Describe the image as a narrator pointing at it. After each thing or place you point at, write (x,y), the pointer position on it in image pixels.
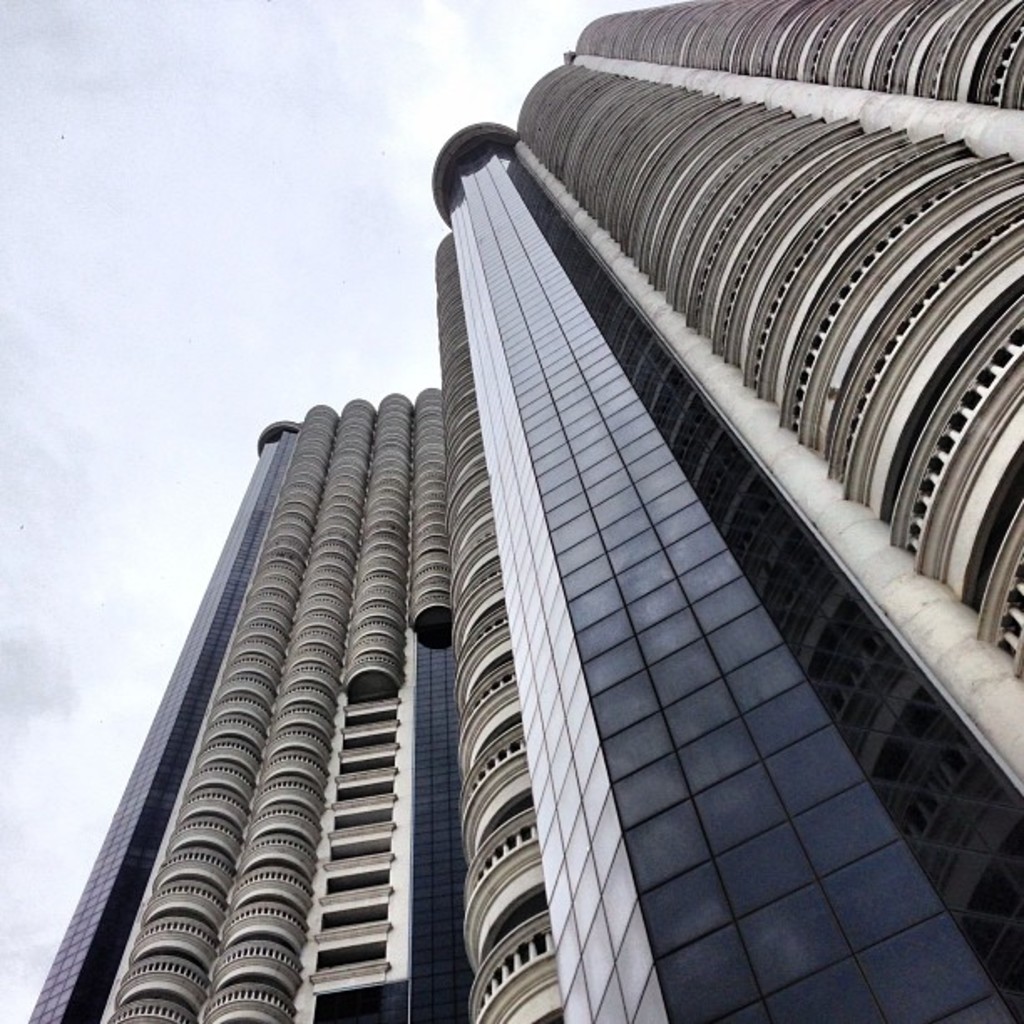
In this picture there is a skyscraper (849,999) in the center of the image (440,410), which has many glass windows (512,339).
